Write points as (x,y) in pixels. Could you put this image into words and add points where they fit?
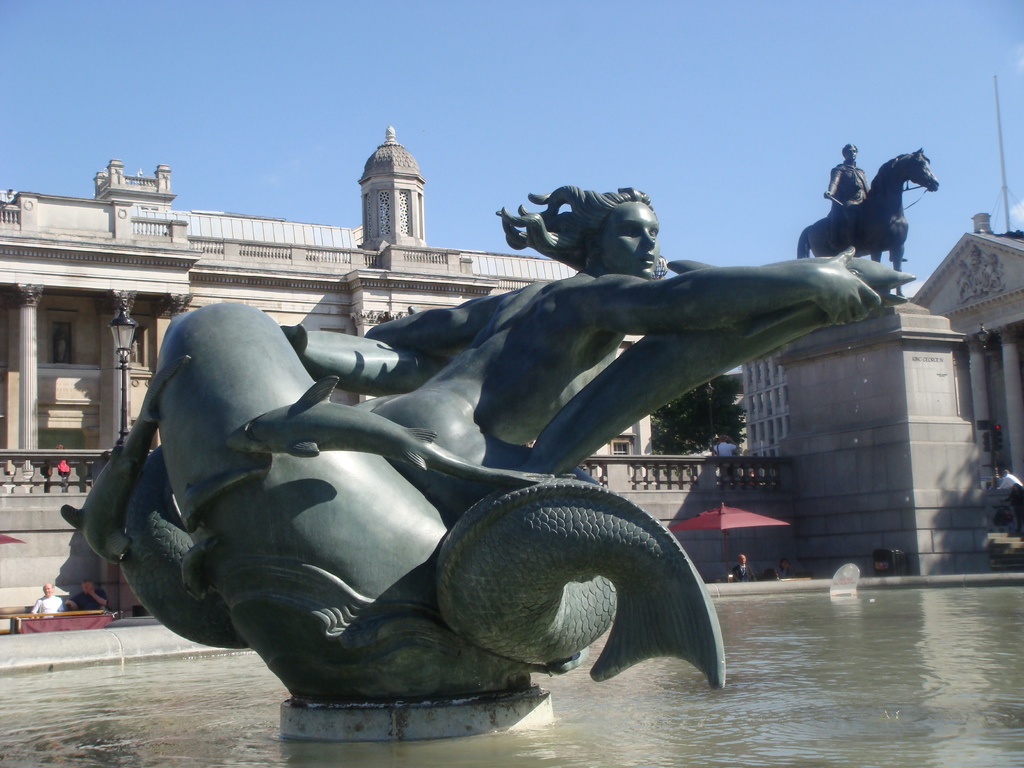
In the picture we can see the sculpture (411,324) in the water (776,713) and behind it, we can see the building (78,343) and beside it also we can see another building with pillars (33,310) and in the background (972,155) we can see the sky (978,112).
